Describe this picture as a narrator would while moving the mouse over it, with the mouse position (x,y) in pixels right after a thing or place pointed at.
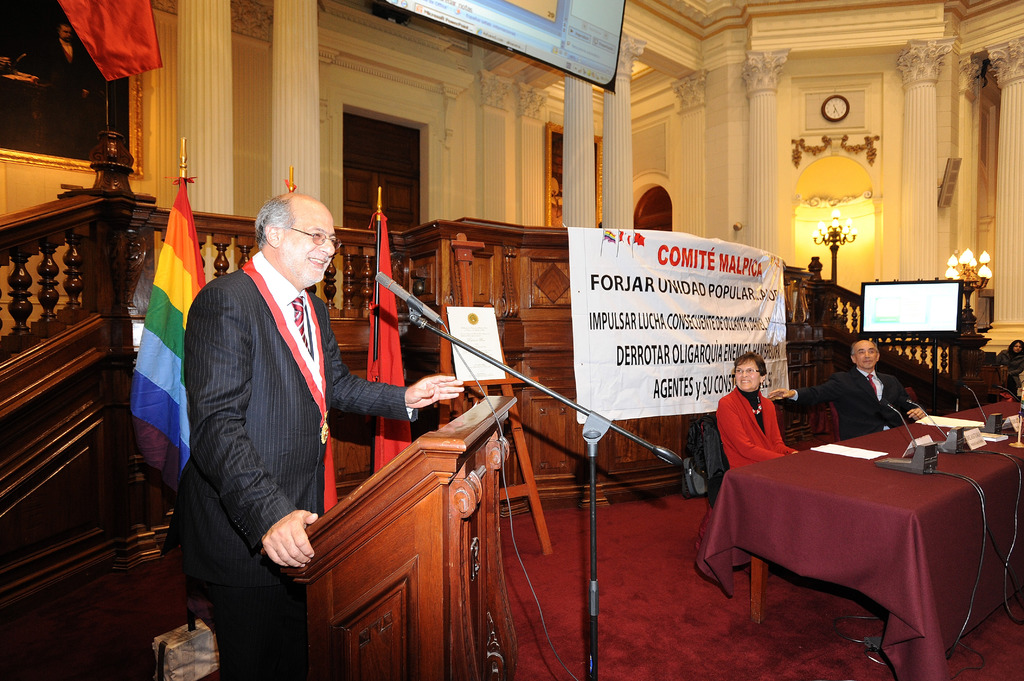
This is taken inside a hall (396,450). In the middle (359,399) one man (236,447) is standing in front of podium (382,515). He is wearing a suit (263,440) and white shirt (286,279). in front of him there is a mic (394,292). The man (287,303) is smiling. behind him there are three flags (383,236). On the right hand side (960,492) there is a table (841,496). On the table (875,471) there are mics (949,435) and papers (967,420). Behind the table (829,465) there are two persons (862,373) sitting on chairs (702,445). Behind them there is a banner (624,356). In the right side (890,313) there is a screen (897,309). In the right top (839,221) there is a clock (829,110) there are few lamps (955,256). In the background (674,132) there is a building (314,151). In the left top corner (70,123) there is a photograph (36,65). on top (556,39) there is a screen (489,30). The carpet (674,610) is red in color.
